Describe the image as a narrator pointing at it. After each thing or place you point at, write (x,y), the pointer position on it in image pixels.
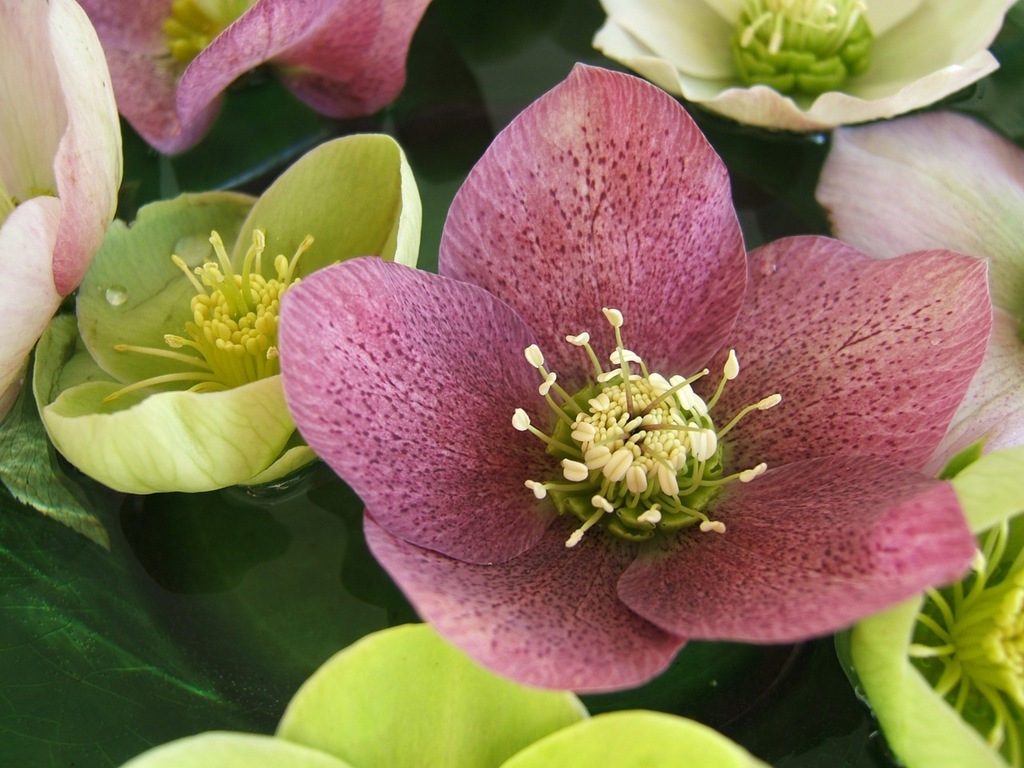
In this image there are flowers (387,377) and leaves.
